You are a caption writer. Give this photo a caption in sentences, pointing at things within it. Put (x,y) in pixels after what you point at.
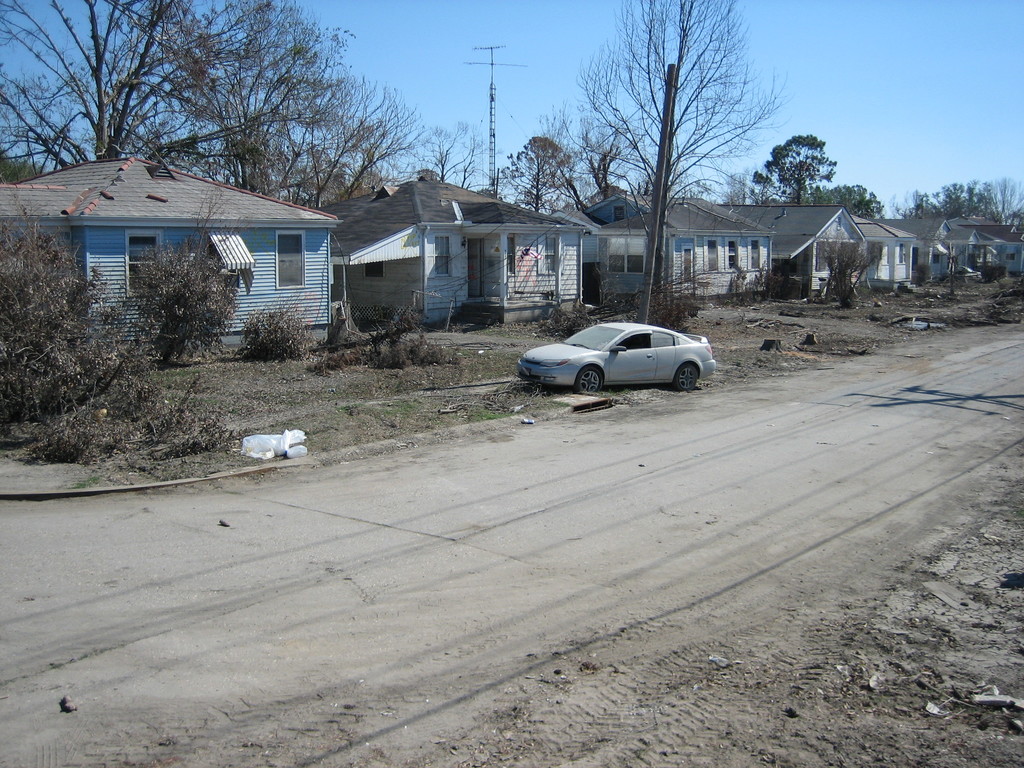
In this picture, we can see a few houses (598,272), trees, plants (24,319), vehicle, ground (384,434), and some objects (263,447) on the ground (917,312), poles (649,256), and the sky (884,92).
